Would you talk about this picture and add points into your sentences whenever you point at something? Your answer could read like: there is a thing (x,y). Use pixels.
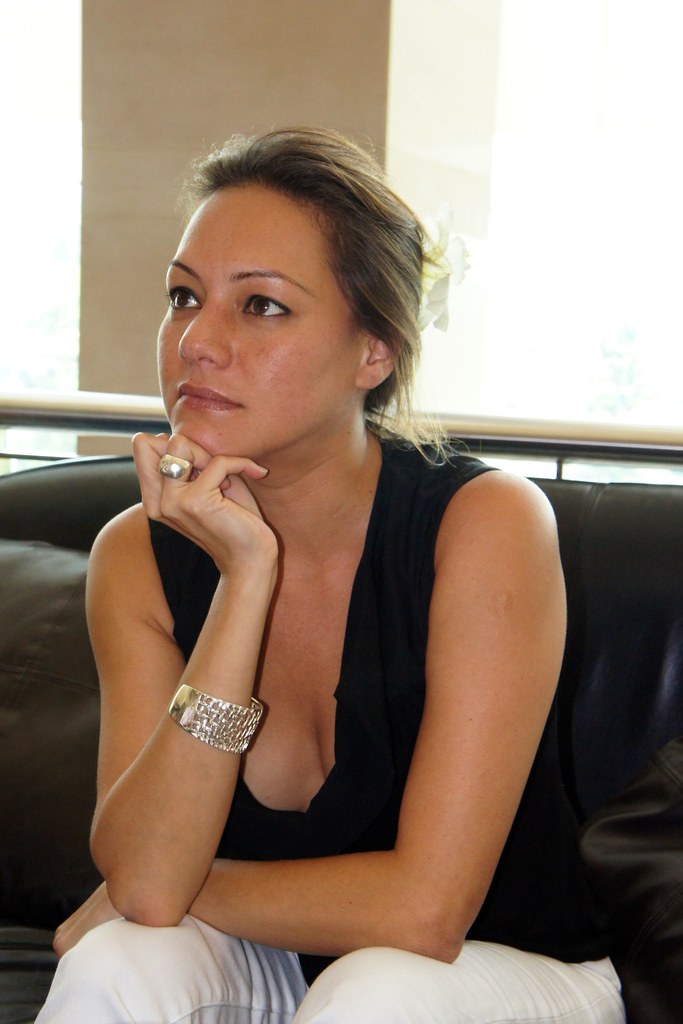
In the picture I can see a woman (371,999) sitting on a sofa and she is in the middle of the image (447,628). She is wearing a black color top (427,575) and a white pant (590,979). I can see a bangle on her right hand (214,653) and a ring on her finger (190,453). I can see a stainless steel pole (558,425). This is looking like a pillar (273,110) at the top of the image (377,65).
